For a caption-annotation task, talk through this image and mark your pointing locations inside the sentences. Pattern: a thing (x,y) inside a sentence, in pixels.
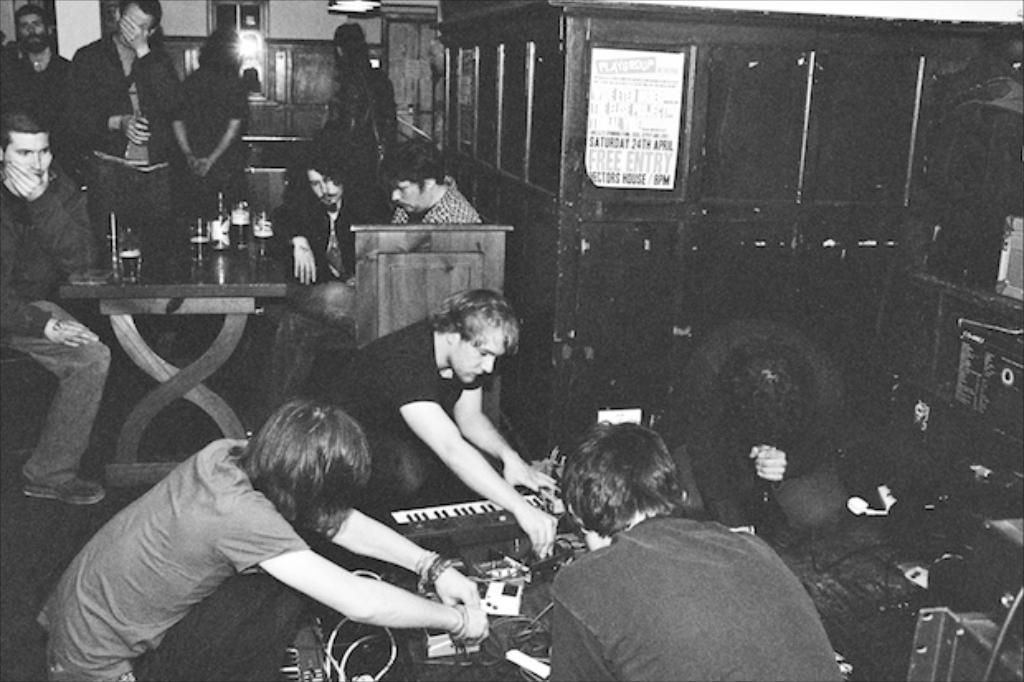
There are people (67,68) and we can see glasses (200,226) and bottle (221,228) on the table (195,272). We can see keyboard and objects (489,592) on the floor (344,641). We can see poster (664,120) and cupboards (637,33). In the background (308,16) we can see wall (313,46), window (255,10) and lights (239,62).
